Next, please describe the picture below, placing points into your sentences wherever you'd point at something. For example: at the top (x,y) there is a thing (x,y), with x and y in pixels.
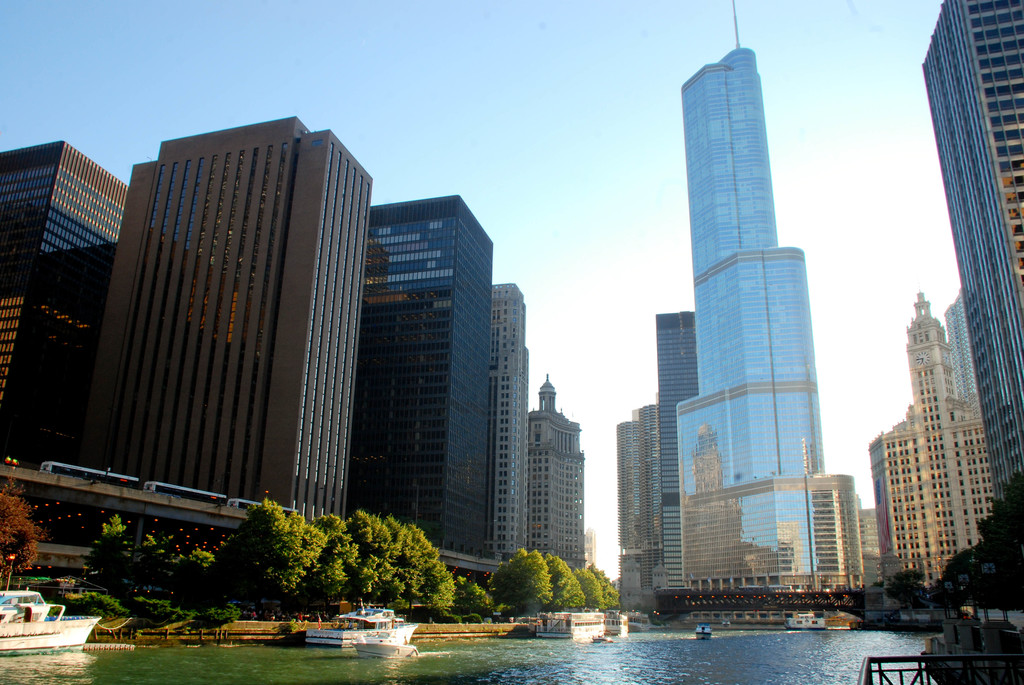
This picture might be taken from outside of the building (898,563). In this image, on the left side (58,634), we can see some ships (18,641) which are floating on the water (325,660), trees (550,560), bridge (67,488), on that bridge (94,499), we can see some vehicles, buildings (317,506). On the right side (1006,550), we can also see some trees (1006,532), metal rods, buildings (995,365). In the middle of the image (554,436), we can see some ships (818,624) which are floating on the water (841,644), buildings (748,323). At the top (591,72), we can see a sky (593,242), at the bottom (672,637), we can see a water (666,642) in a river (676,638).
